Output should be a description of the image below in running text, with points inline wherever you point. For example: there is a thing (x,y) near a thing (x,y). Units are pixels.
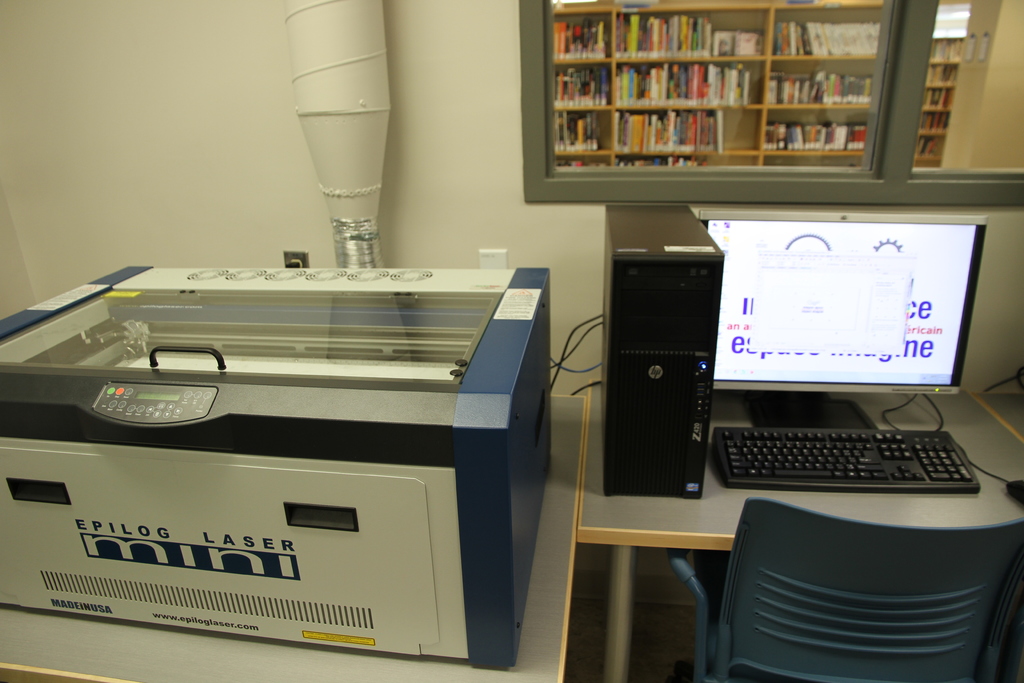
In the image we can see machine (339,469). And on the right side (774,367) we can see the monitor (851,304) on the table (824,507). And bottom we can see the chair (865,550). And coming to the background (416,127) we can see the books (659,91), wall (477,44), glass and pipe (360,74).
